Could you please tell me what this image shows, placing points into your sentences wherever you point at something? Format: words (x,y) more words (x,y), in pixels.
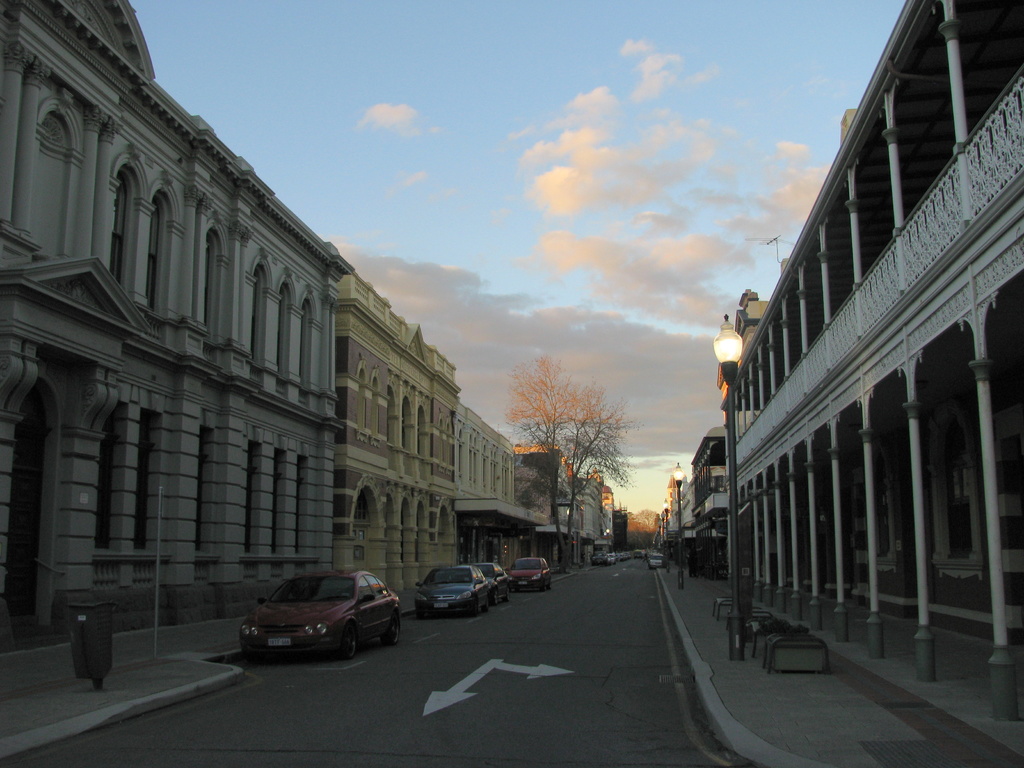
In this picture I can see vehicles (477,569) on the road (596,580). Beside the road (573,641) I can see buildings (703,502), street lights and tree (565,538). In the background (586,249) I can see the sky (567,223). On the left side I can see some objects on the ground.
